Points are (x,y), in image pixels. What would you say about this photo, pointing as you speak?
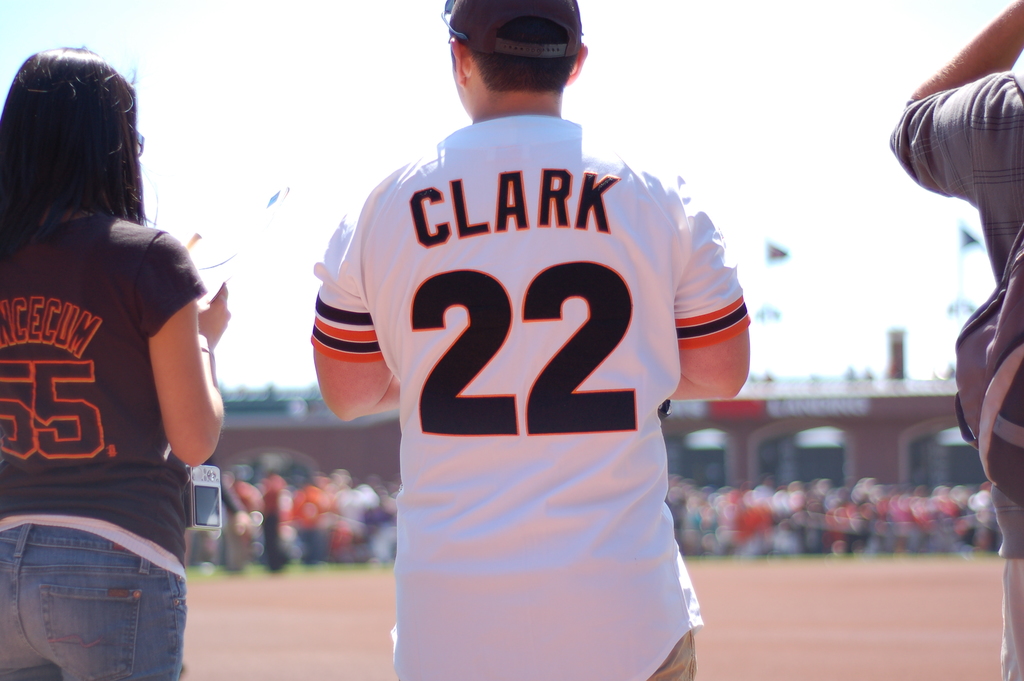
In this picture I can observe three members (608,440) standing on the land (752,662). The background (287,516) is blurred.
